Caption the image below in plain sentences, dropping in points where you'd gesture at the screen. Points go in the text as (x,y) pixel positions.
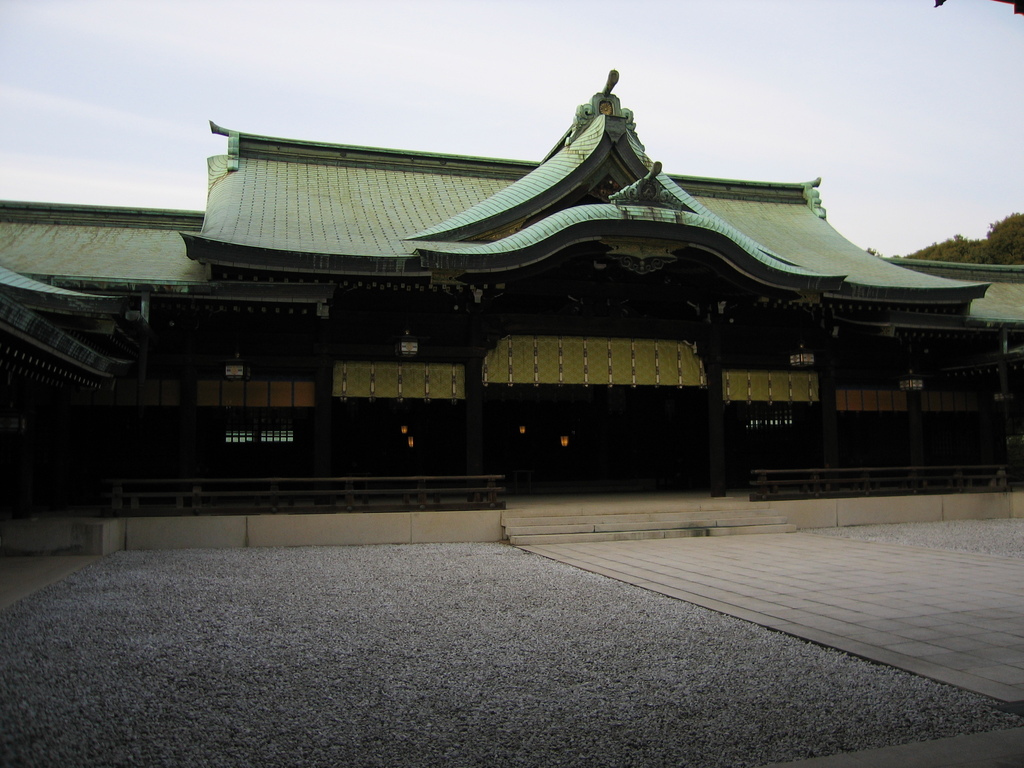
This picture is clicked outside. In the foreground (363,721) we can see the ground (610,587) and some stairs (615,523) and we can see the railings (955,468) and the house (730,355) and we can see the windows (229,438) of the house (503,441) and some object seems to be the lights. In the background (753,58) we can see the sky (785,49) and the trees (964,248) and we can see some other objects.
